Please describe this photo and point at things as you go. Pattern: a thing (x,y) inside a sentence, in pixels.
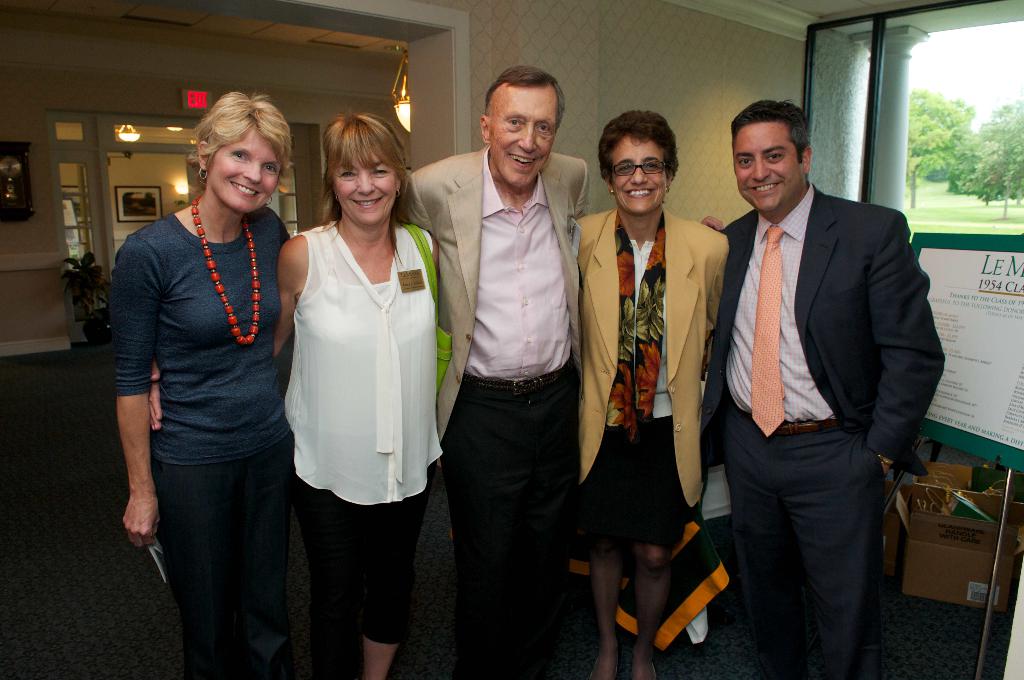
In the center of the image (496,328) we can see people (480,297) standing and smiling. In the background (1017,316) there is a board (1017,413), cardboard boxes (934,484) and a window (970,195). At the top (22,210) there are chandeliers (397,99) and we can see a decor (11,178) placed on the wall (42,242). There is a plant (80,304).
